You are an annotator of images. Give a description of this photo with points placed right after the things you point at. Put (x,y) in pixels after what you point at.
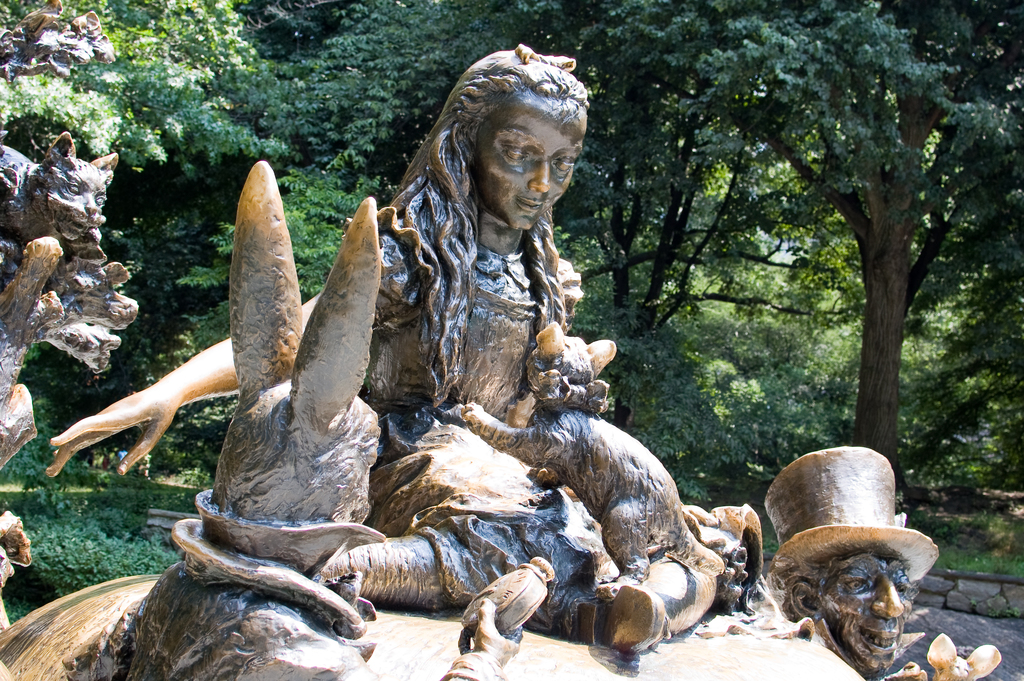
In this image we can see statues (306,330) of persons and animals (294,636) on a platform (588,670). In the background (930,21) there are trees (930,21) and grass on the ground (765,543).
